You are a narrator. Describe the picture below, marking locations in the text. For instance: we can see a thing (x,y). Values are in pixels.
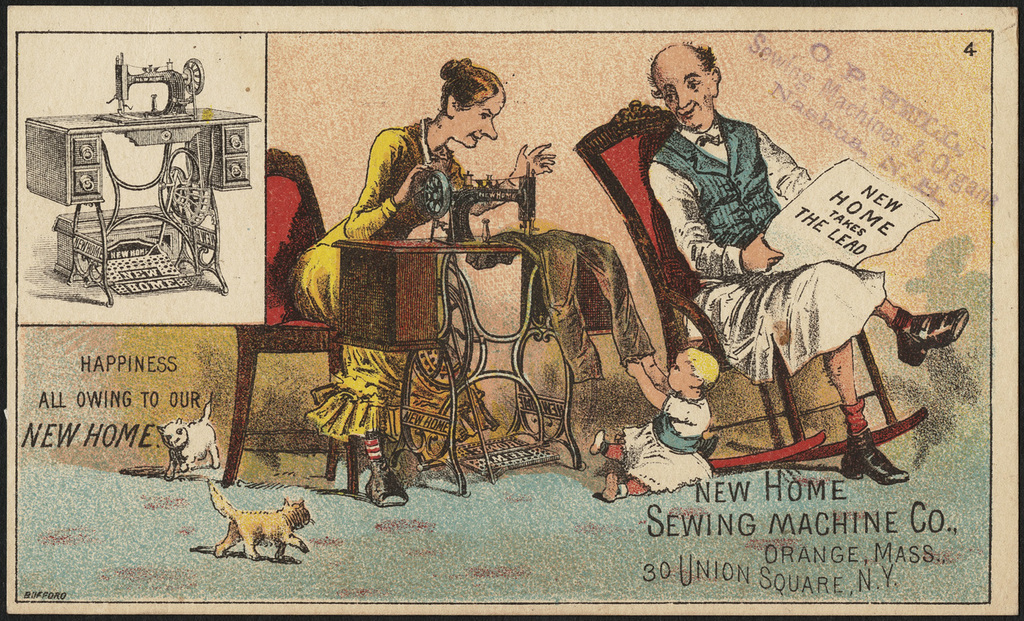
This is a cartoon image. In this image I can see a man (724,306) and a woman (336,255) are sitting. Here I can see a baby (682,438). On the left side (297,517) I can see a animals (222,501) and machines (177,207). I can also see something written on the image.
